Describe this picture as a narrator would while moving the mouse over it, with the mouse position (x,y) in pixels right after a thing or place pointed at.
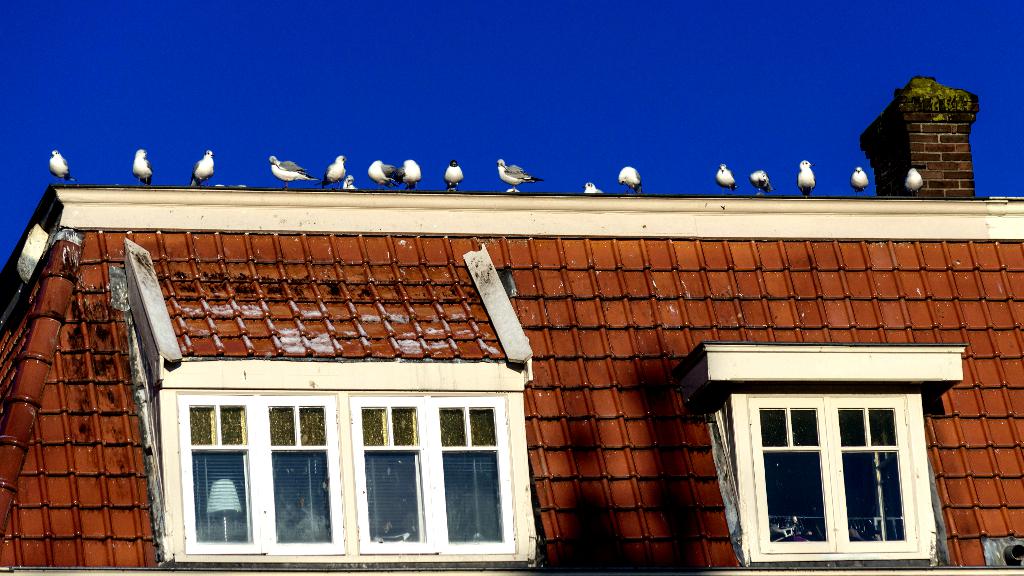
In the image we can see a building (448,202), on the building (699,208) there are some birds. At the top of the image (12,148) there is sky (907,15).
